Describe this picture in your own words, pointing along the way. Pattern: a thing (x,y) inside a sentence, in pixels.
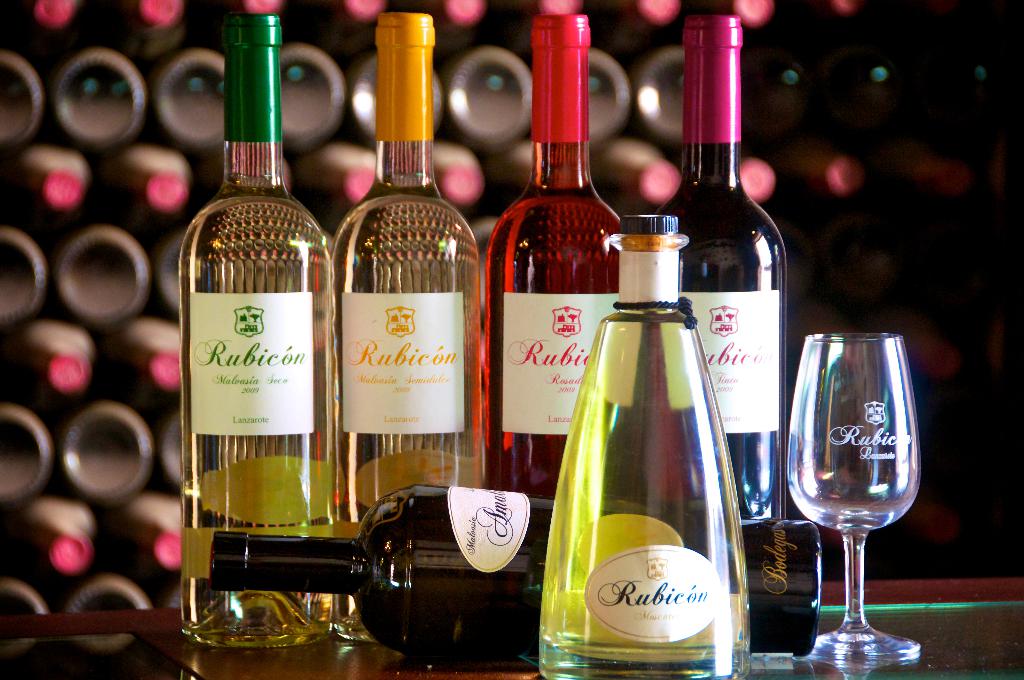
In this image there are so many bottles (801,630) and wine glass (912,462) kept on the table (900,611) in which one bottle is fallen, behind the table (208,656) there is a wall (19,560).
